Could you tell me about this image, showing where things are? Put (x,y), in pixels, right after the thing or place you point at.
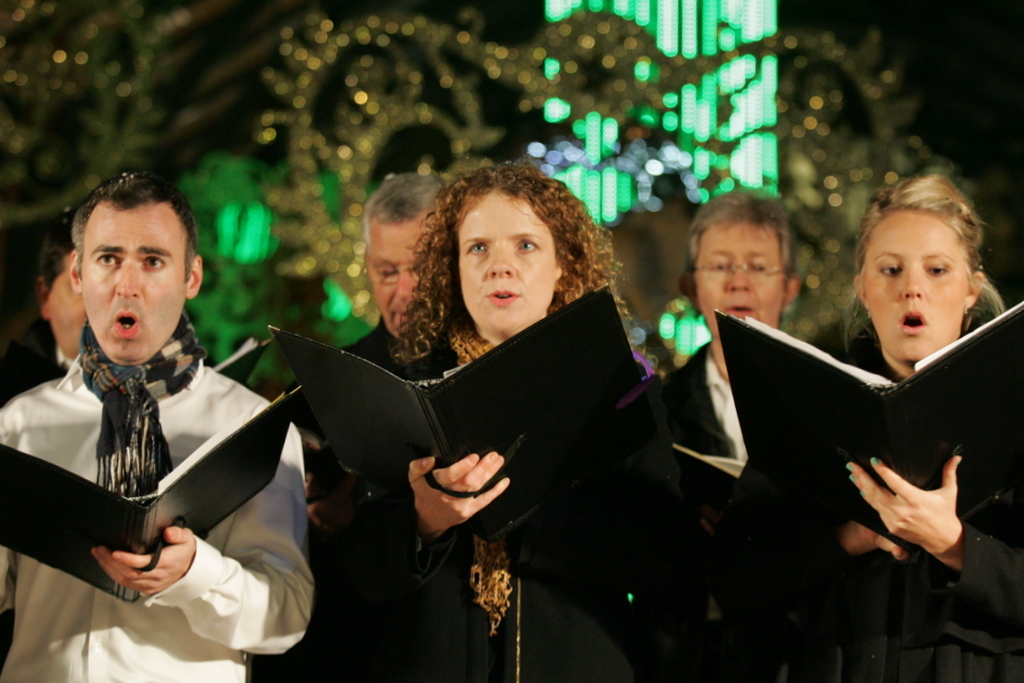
In the foreground (870,286) I can see group of people (490,257) are holding books (265,474) in their hand (877,460). In the background (499,133) I can see lights (751,96) and the sky (960,80). This image is taken during night.
